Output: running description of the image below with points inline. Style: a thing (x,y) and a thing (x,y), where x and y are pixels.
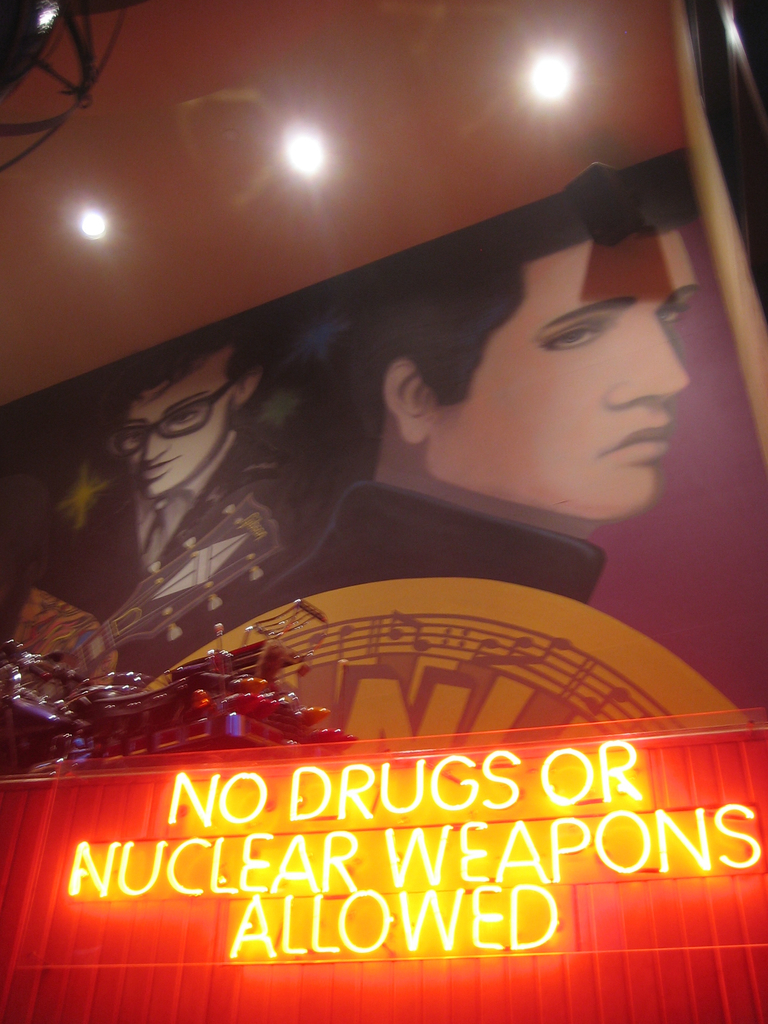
In this picture we can see the man poster (455,698). In the front (455,770) bottom side there is a naming board (394,846). On the top ceiling (344,156) there are three spotlights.
